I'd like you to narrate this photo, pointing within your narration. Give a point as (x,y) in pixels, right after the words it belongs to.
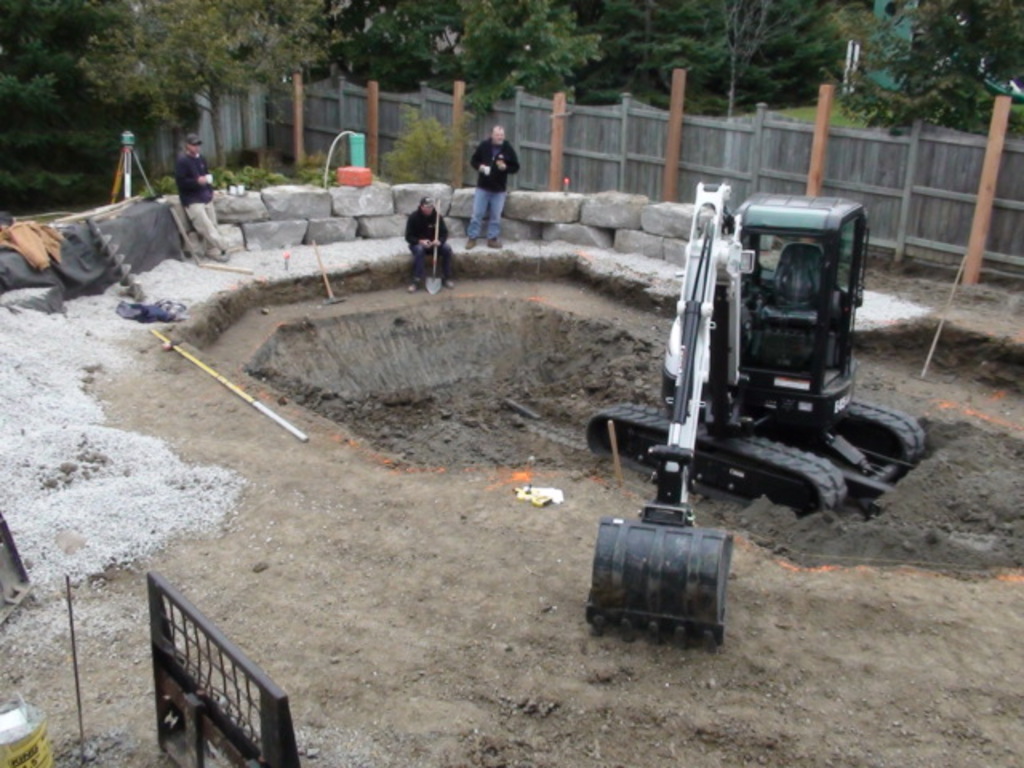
In this image we can see a crane (688,436) excavating the land (577,539). In the background (643,237) we can see persons (416,231), stand (129,189), instruments (125,141), stones (583,229), fencing (642,180), poles (296,140) and trees (222,79). At the bottom left corner (261,749) there is a gate (170,693).
